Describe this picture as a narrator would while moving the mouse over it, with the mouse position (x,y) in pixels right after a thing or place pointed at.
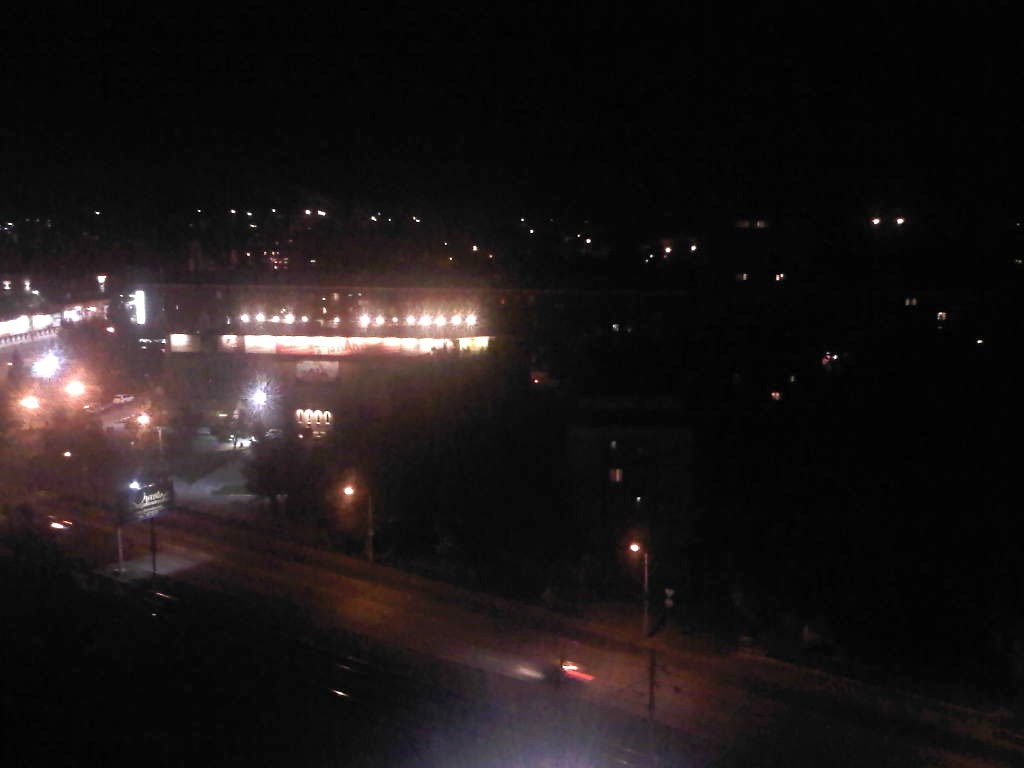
This image consists of light poles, vehicles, boards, buildings (327,419) and the sky (599,197). This image is taken may be during night.
